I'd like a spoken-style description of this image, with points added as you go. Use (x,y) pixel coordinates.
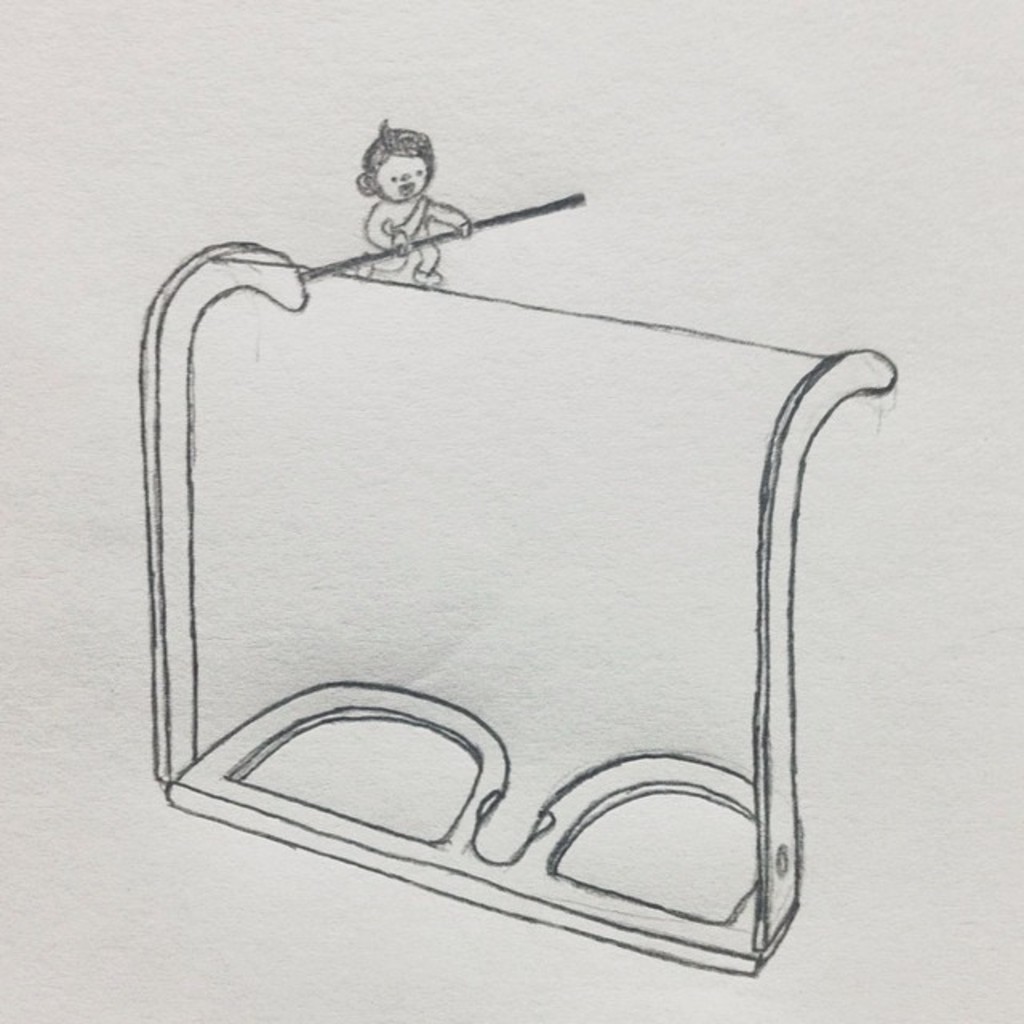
In this image we can see drawing (570,787) of a specs (662,782) and there is a thread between legs (831,379) of the specs (828,395). On that there is a child (402,230) walking and holding a stick (339,271). In the background (807,181) it is white.
